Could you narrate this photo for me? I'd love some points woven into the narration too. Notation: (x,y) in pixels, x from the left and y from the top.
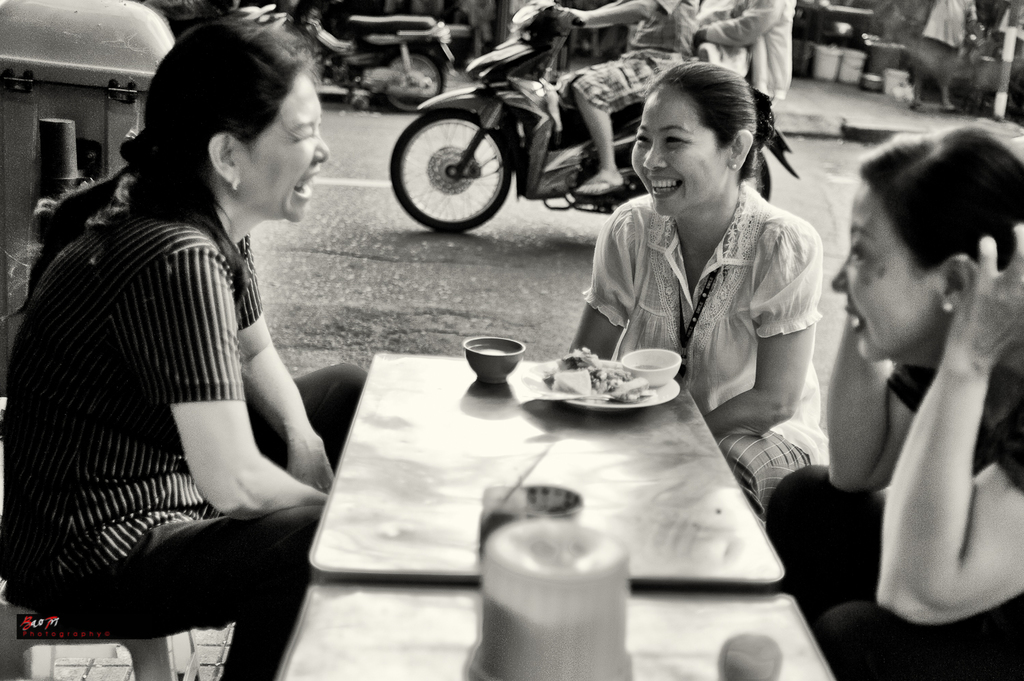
In the picture we can see three women (95,471) sitting on the stools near the table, on the table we can see a plate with food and bowl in it and the bowl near it, in the background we can see two bikes (631,106), on one bike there are two people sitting and riding and we can see some buckets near the table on the path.
